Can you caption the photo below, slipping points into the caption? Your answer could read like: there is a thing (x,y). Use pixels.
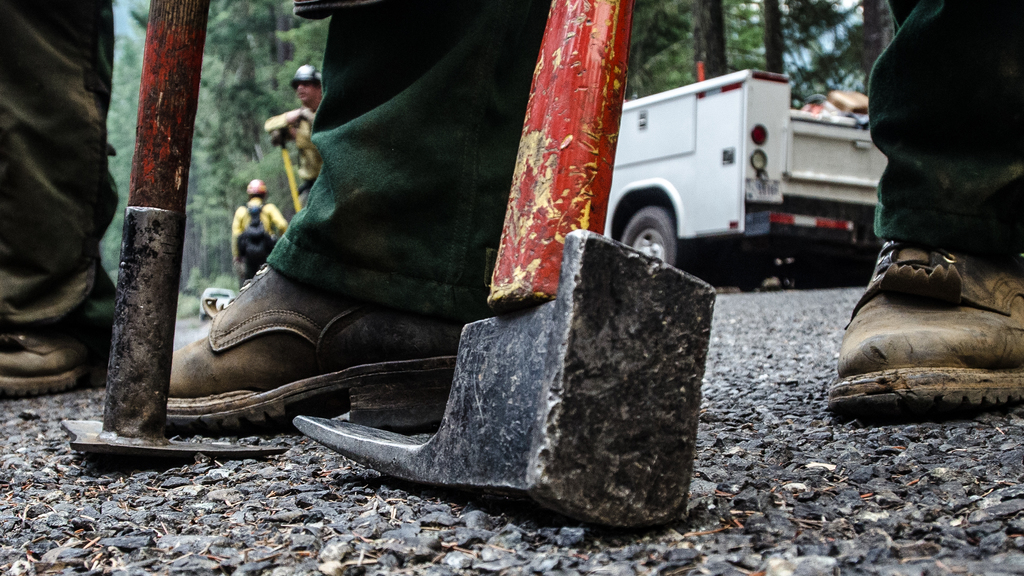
This image consists few persons (418,178). They are holding digging tools (630,435). At the bottom (613,534), there is a road (844,543). And we can see a vehicle (752,192) in white color. In the background (276,61), there are many trees (224,186).
